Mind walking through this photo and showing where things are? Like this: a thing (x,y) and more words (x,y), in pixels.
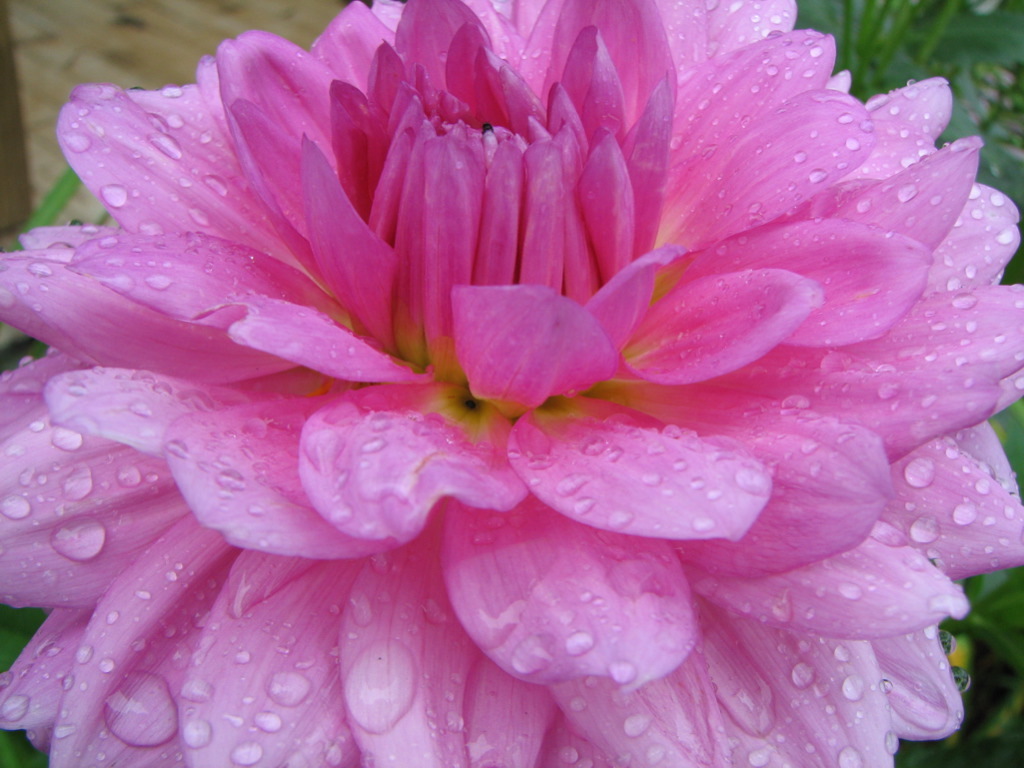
In this picture we can see a pink flower (455,417) and behind the flower (431,259) there are blurred things (994,130).
